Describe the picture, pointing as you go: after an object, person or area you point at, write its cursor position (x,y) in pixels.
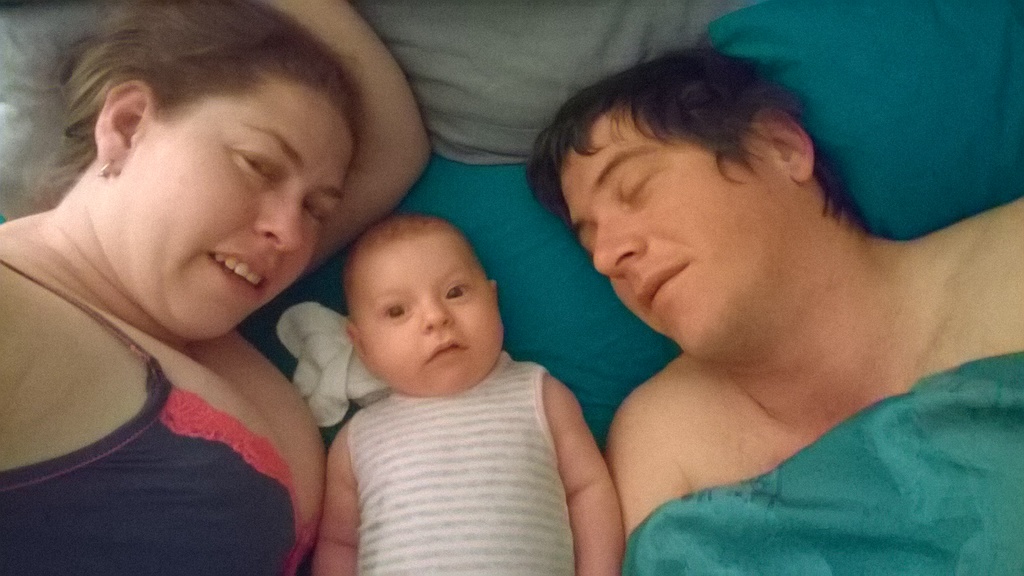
In the picture there is a woman (279,226) and a man (578,226) and a baby (506,393) lying on a bed (591,393).
